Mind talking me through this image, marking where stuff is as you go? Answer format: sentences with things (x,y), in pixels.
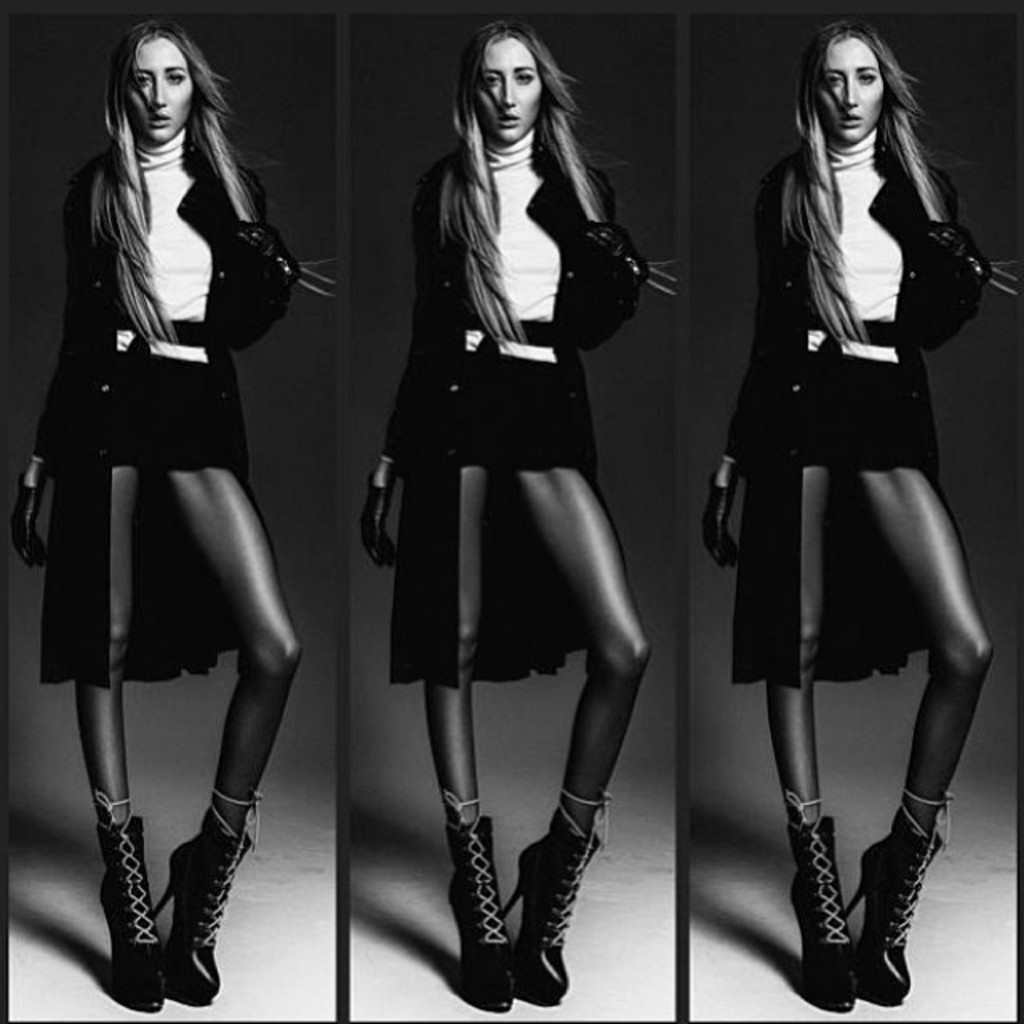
In this image we can see collage of some pictures in which we can see black and white picture of a woman (202,403) standing on the floor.
